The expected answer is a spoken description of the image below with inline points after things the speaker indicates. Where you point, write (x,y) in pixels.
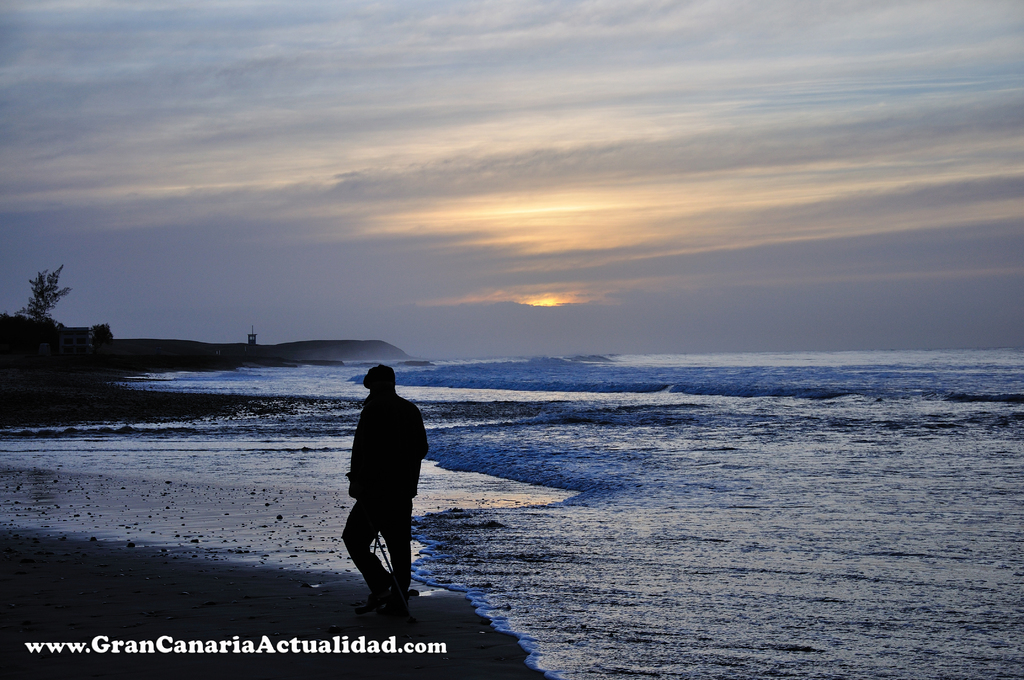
In this picture there is a man (408,574) who is standing on the beach (447,672). On the right (836,677) we can see the ocean (986,434). On the left (65,340) there was a tree (45,291) and some other objects (107,340). At the top (727,153) we can see sky (564,134) and clouds (792,141). In the bottom left corner (148,639) there is a watermark (101,651).
